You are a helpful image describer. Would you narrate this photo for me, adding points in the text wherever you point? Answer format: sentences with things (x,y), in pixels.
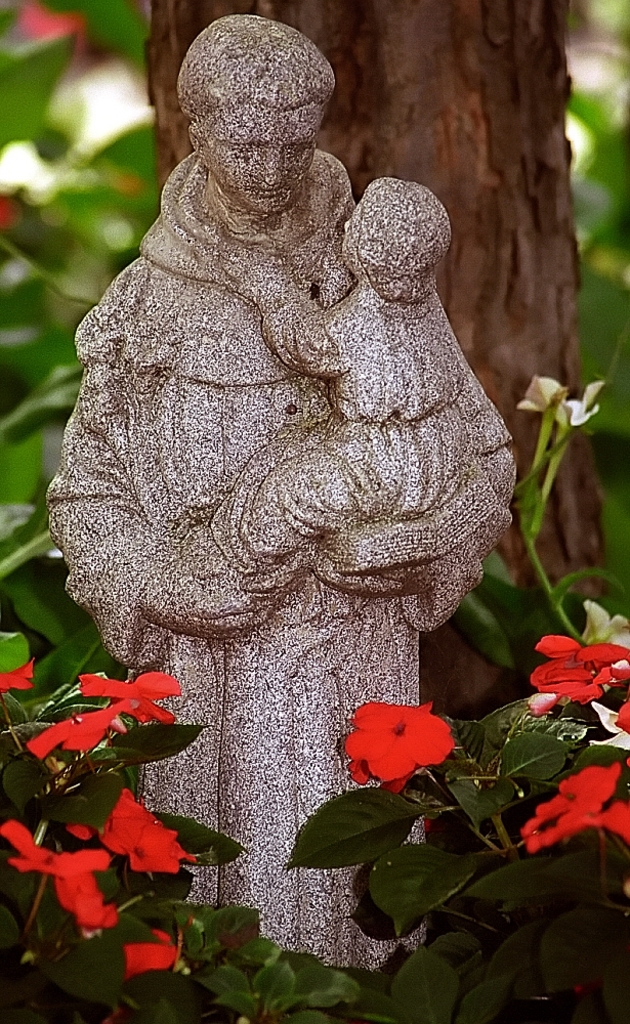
In this picture we can see a statue (314,716) in the middle (295,603), at the bottom (477,751) there are some flowers (81,885) and leaves (461,879), in the background (441,153) we can see a tree (398,95) and leaves (60,339).
